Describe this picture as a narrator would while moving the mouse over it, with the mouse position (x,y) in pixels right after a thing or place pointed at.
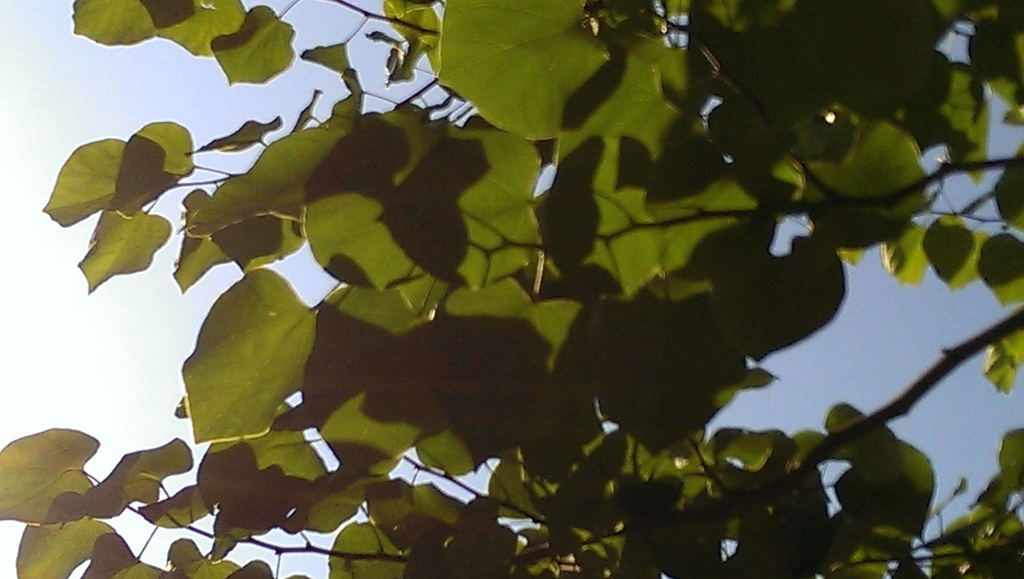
In this image I can see there is a tree (291,237) and at the back (189,104) there is a sky (166,120).
